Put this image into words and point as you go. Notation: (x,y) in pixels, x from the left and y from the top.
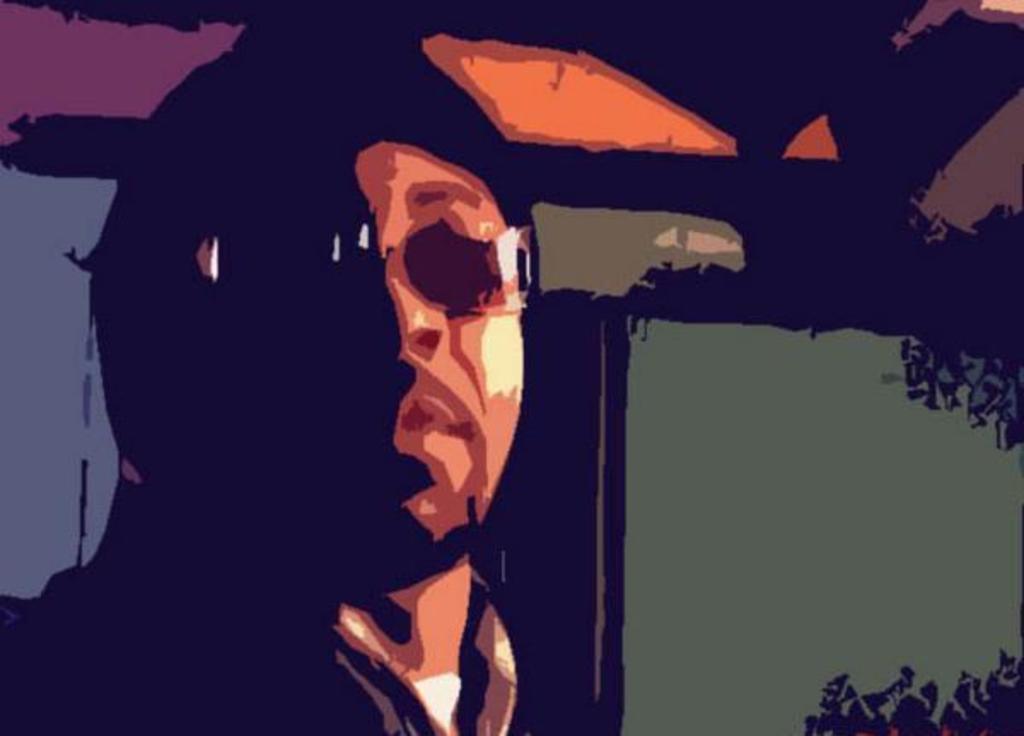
In the picture I can see a man (442,525) on the left side of the image (328,503) and looks like there is spectacles (442,283) on his eyes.
